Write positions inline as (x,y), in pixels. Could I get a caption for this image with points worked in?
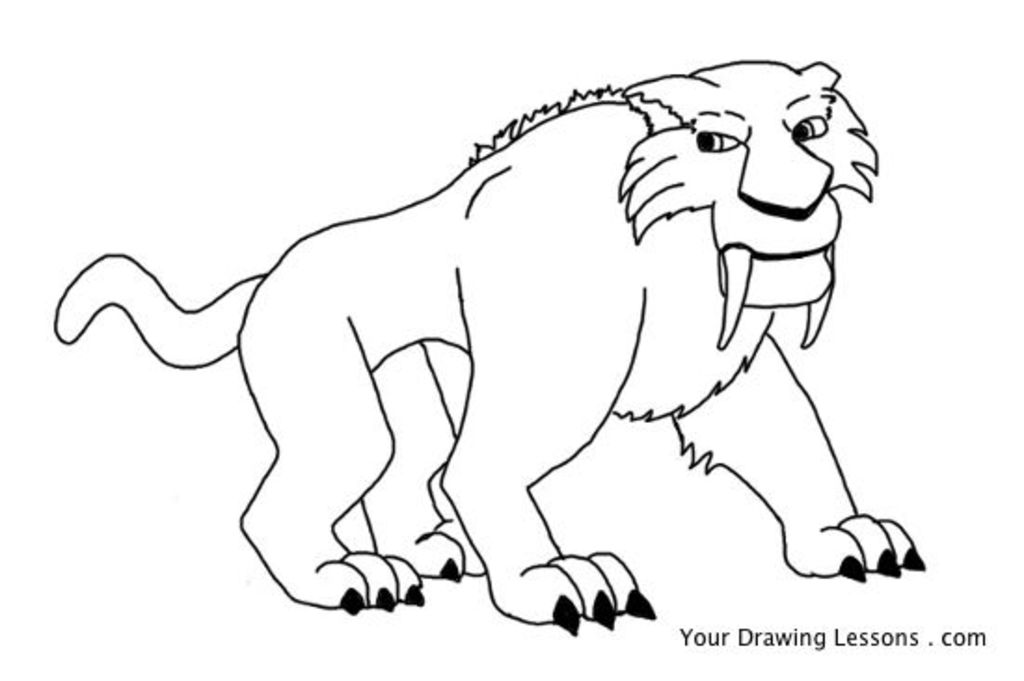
In this picture there is a printing page (571,483) of a saber-toothed cat (801,110) in the image.
